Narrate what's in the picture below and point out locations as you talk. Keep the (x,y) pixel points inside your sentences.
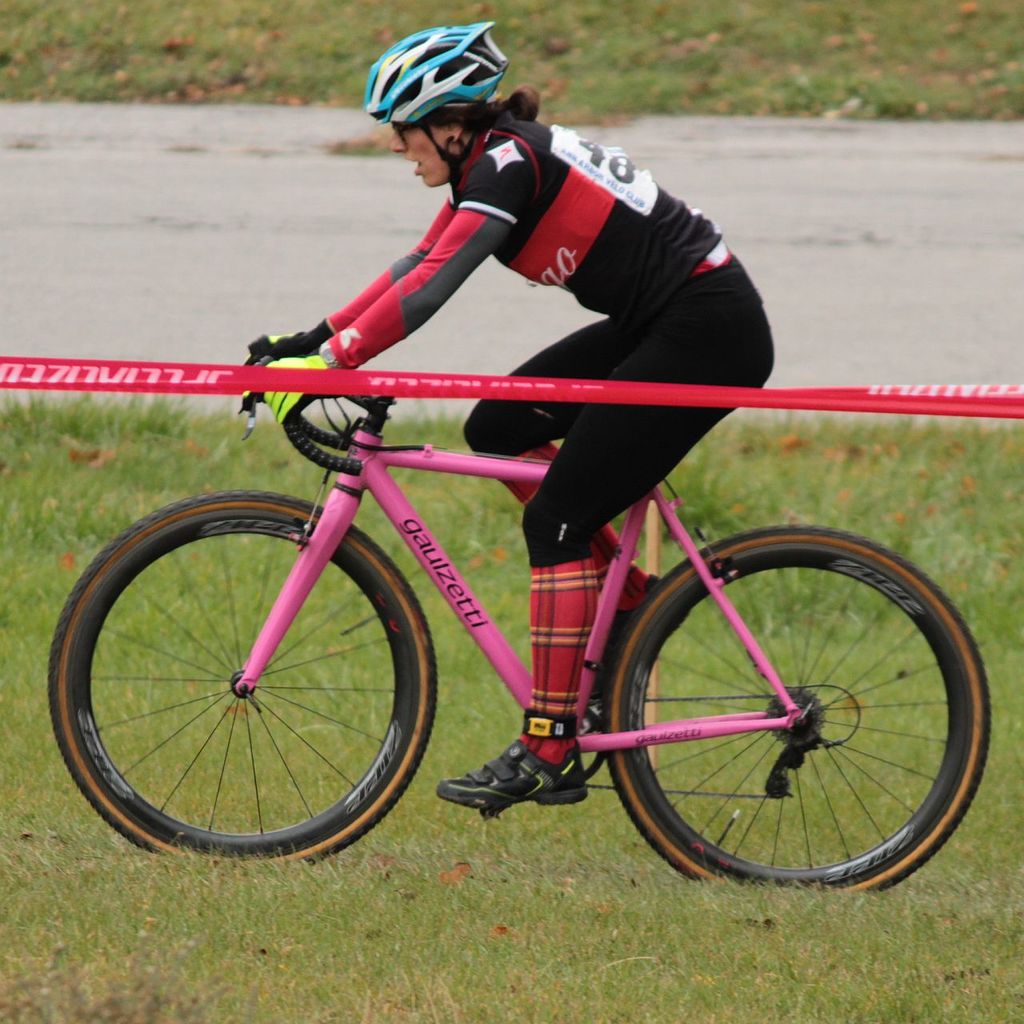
In this picture there is a woman (553,348) wearing black and red color dress (575,252) is riding a pink color bicycle (642,690) which is on a greenery ground (680,682) and there is a red color object (499,386) beside her and there is a road (765,180) in the background (134,171).
